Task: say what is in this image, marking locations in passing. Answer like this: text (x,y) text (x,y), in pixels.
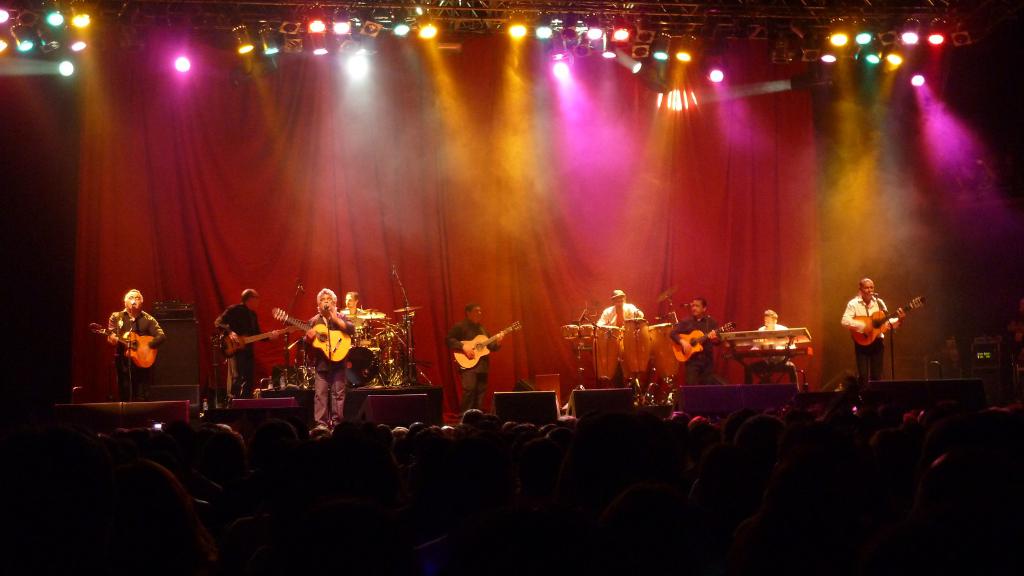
It seems like few people (340,362) are giving the stage performance in this image. In the background (622,201) there is a curtain (163,183). On the bottom of the image (503,502) few people (569,513) are there. The people (458,344) who are standing on the stage (639,350) are playing guitars (337,342).
